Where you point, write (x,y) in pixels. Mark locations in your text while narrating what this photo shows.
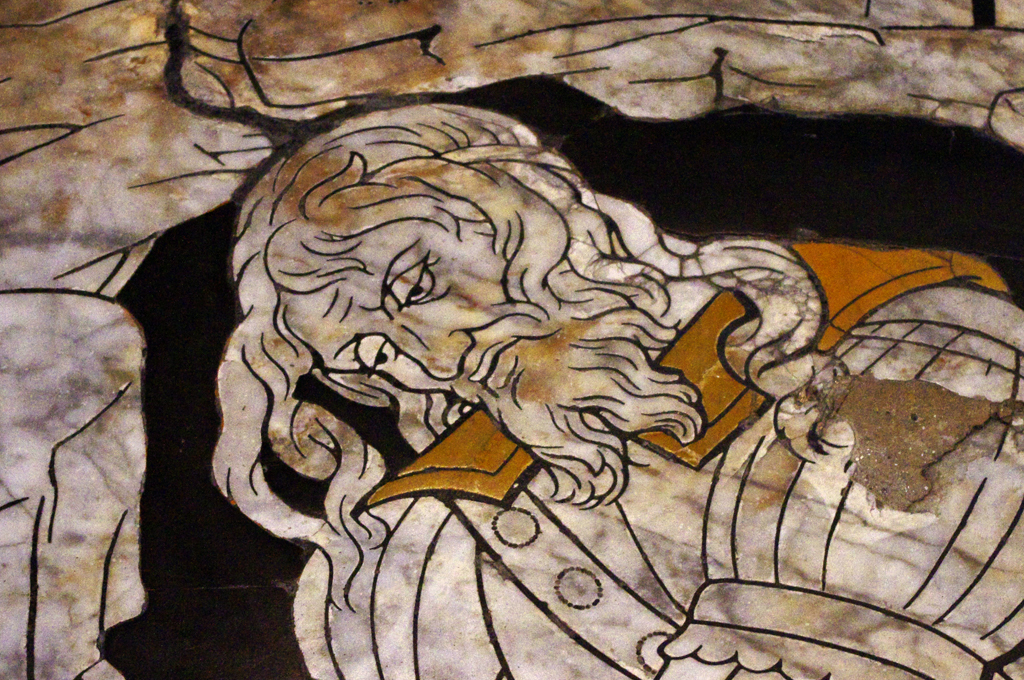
In this image I can see the painting (437,268) of the person (513,418) and the painting (226,328) is in cream, brown, black and white color.
